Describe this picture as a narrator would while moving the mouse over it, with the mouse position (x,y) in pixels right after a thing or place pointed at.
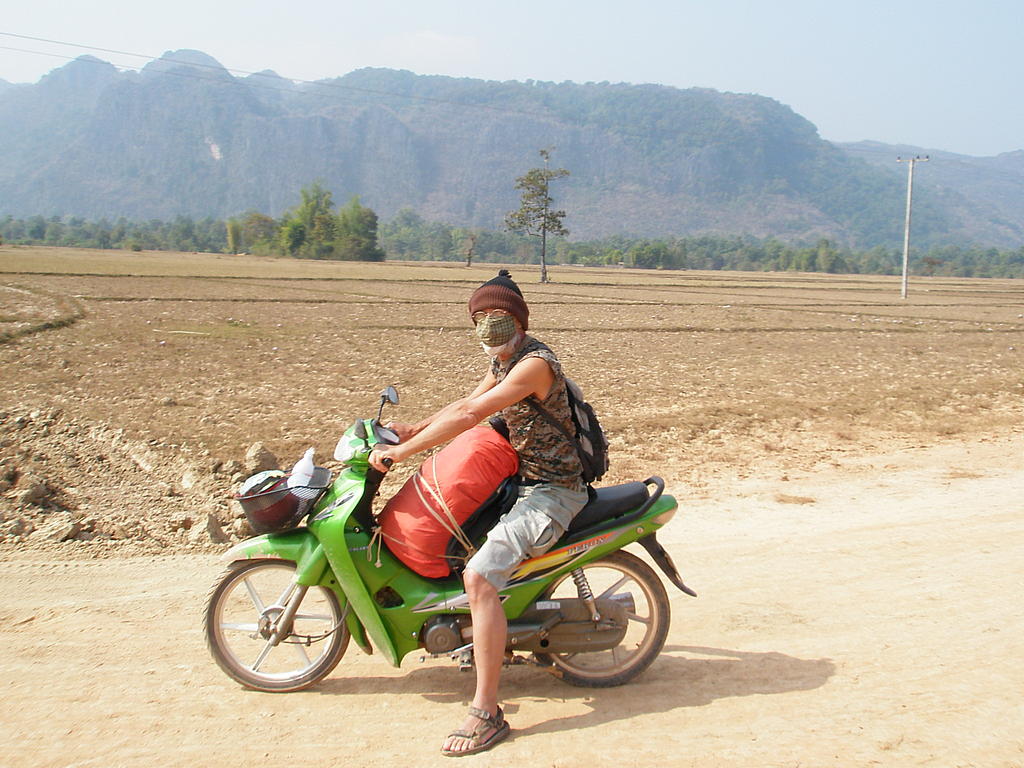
There is a person (551,462) sitting on a green bike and there is a luggage (469,487) in front of him and there are trees (392,223) and mountain (499,160) beside him.
